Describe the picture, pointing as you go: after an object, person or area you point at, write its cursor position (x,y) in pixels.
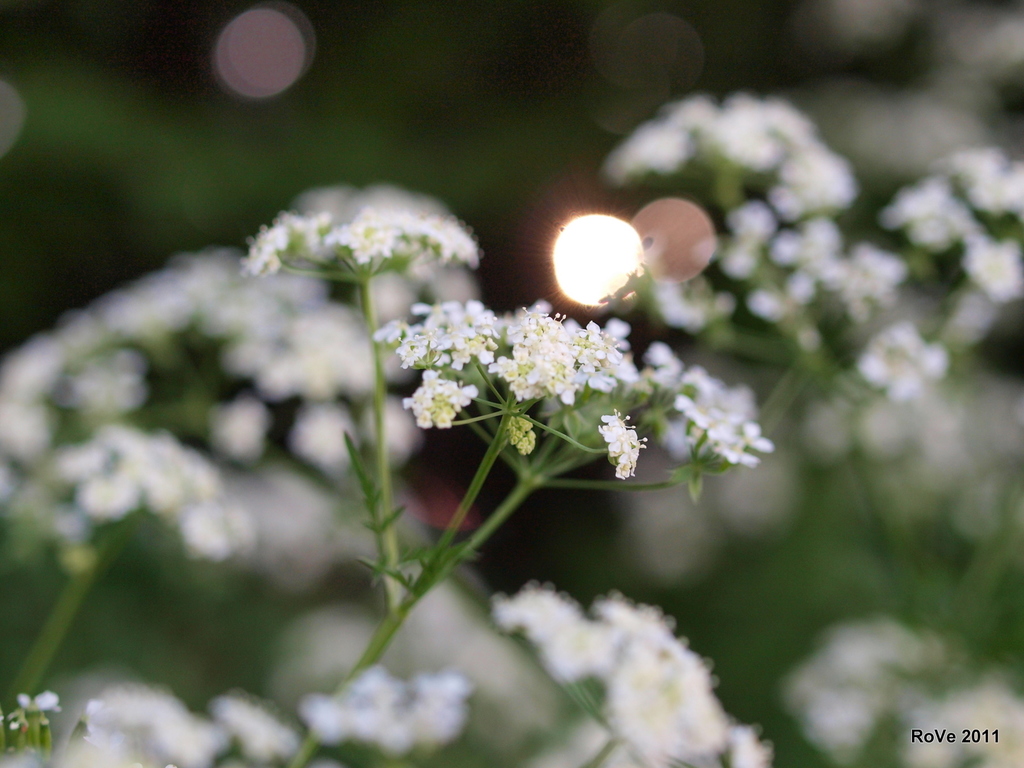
In the foreground of this image (605,444), there are flowers (520,372) to the plant (388,541) and the background (149,48) is blurred.
